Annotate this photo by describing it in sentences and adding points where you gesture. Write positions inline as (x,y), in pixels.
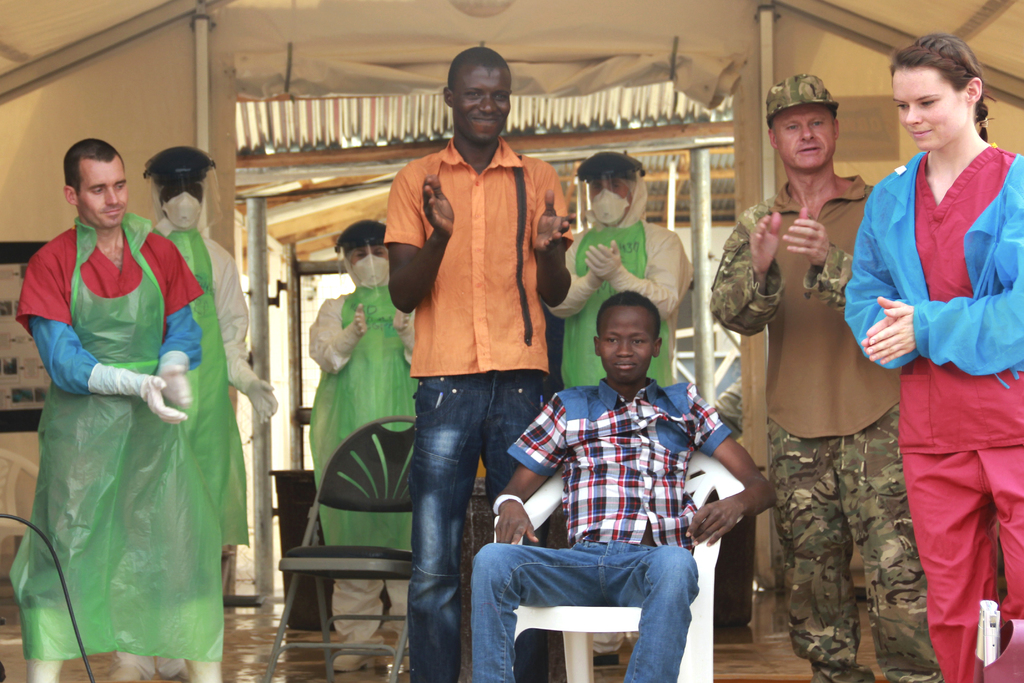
In this image I can see few people (537,332) standing and one person (593,418) is sitting. And these people (441,246) are with different color dresses (455,297) and few people (163,495) are wearing the aprons (210,463) which are in green color. And these people (471,361) are under the brown color tent (305,65).
